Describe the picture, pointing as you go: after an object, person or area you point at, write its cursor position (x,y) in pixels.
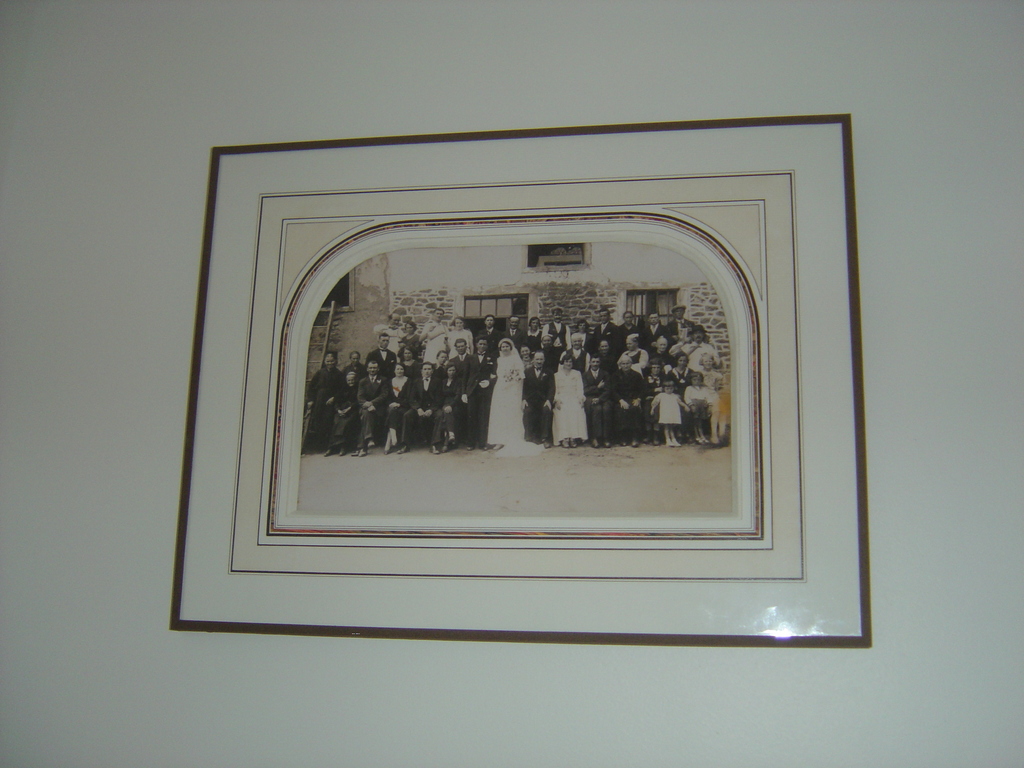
In this picture I can observe photo frame (490,545) on the wall (116,105). In this photo frame (373,385) I can observe group of people (451,401).
